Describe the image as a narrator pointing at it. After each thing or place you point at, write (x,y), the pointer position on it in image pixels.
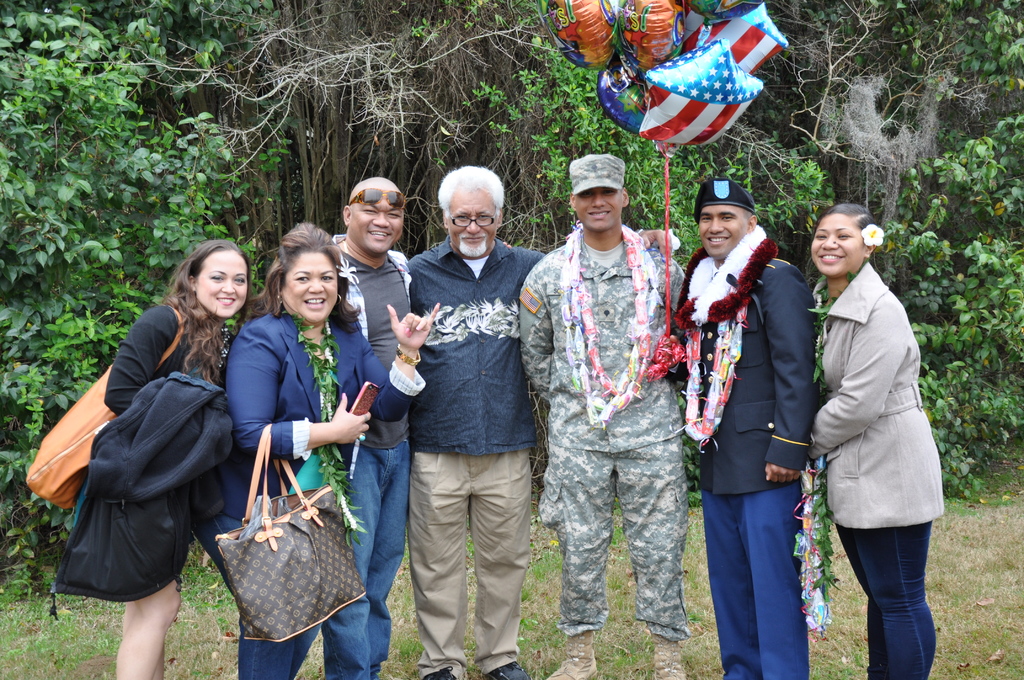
This picture is clicked in a garden (992,593). There are group of people (245,396) standing and posing for a picture. They all are smiling. The woman (239,305) to the left corner (96,408) is a wearing handbag (79,413) and is holding a jacket (147,459) in her hand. The woman (233,381) beside her is wearing a garland (312,362) and holding a mobile phone (363,394) in her hand (346,393). The woman (859,419) to right corner (860,425) is wearing a garland (817,472) around her neck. The man (748,375) beside her is wearing scarves (709,320) and holding balloons (683,106) in his hand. In the background (586,96) there are trees (333,107) and bushes (196,128). To the below of the image there is grass (51,660).
